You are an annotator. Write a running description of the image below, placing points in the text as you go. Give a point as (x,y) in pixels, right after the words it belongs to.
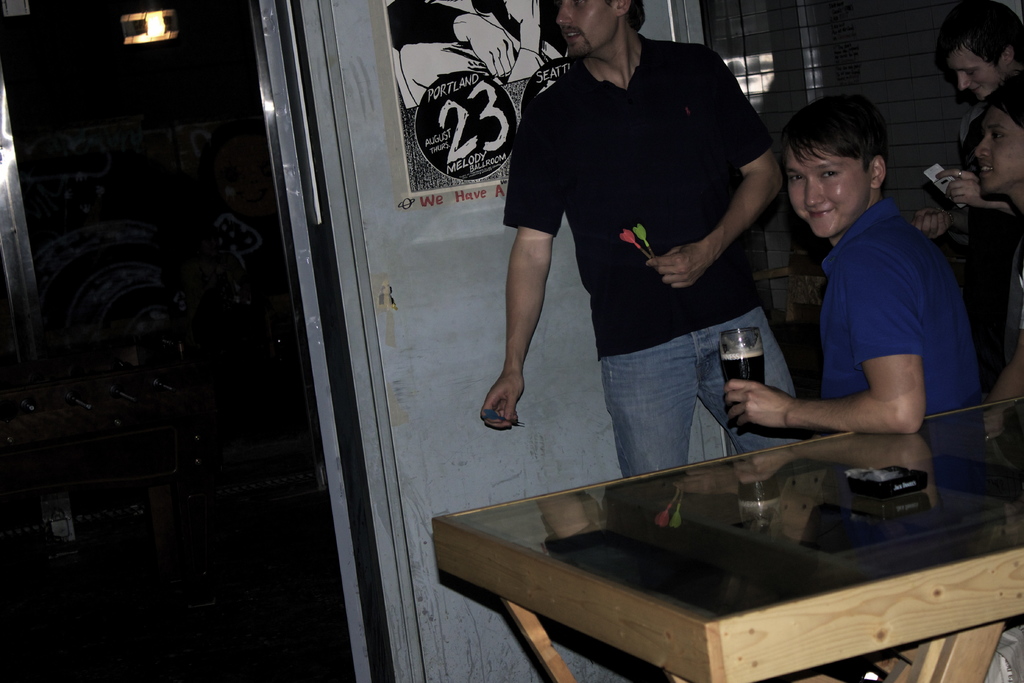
In the image there are two people (873,224) sitting on chair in front of a table (944,550) and other two people (758,159) are standing, in background (421,470) there is a white color wall (421,470), window (764,54) and a poster (415,147).
